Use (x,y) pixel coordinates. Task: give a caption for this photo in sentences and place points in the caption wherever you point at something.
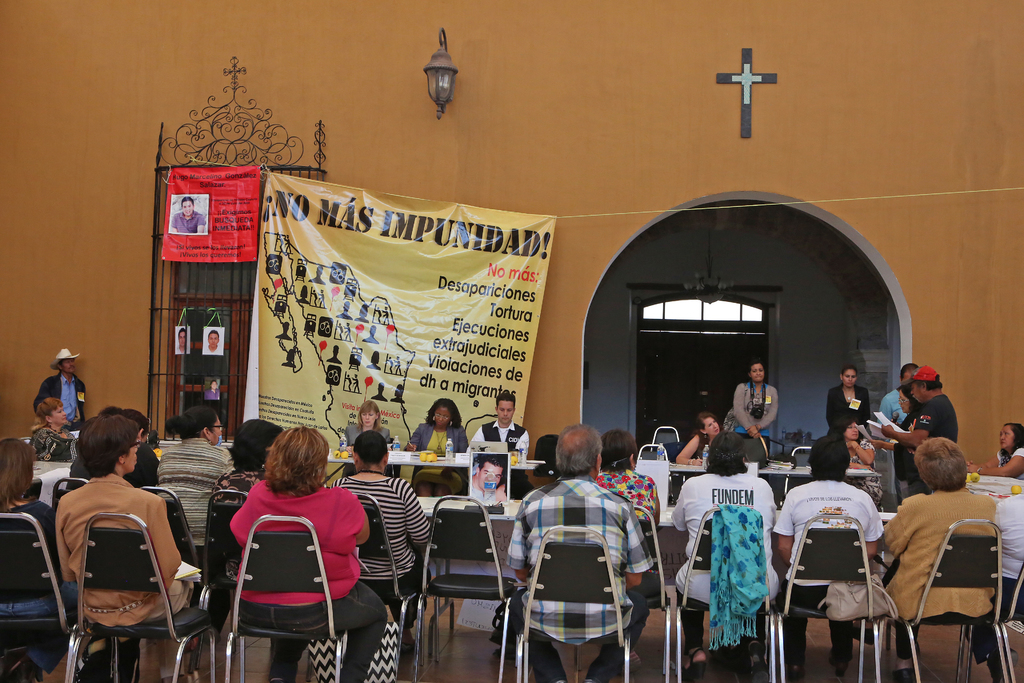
In the picture I can see few persons (515,536) sitting in chairs (548,550) and there are few other persons (445,401) sitting in chairs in front of them and there are few banners (365,285) and some other objects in the background (300,234).
